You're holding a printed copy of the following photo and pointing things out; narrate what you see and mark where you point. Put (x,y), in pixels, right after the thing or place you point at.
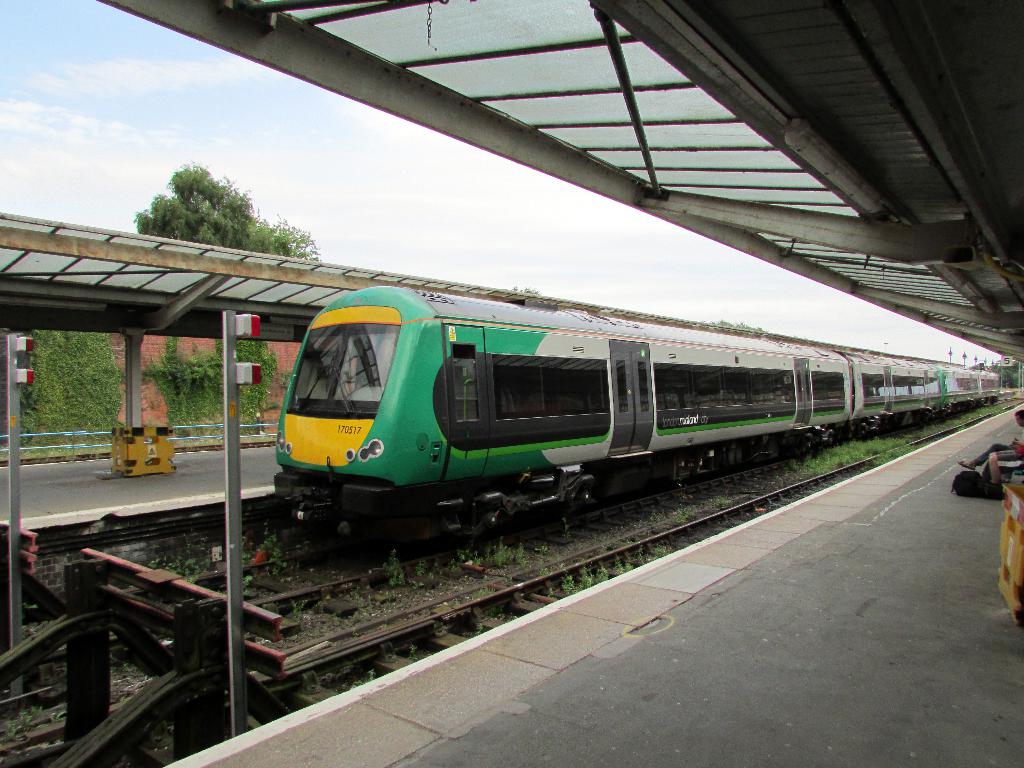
In this picture I can see a train (597,376) on the track (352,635) and another track (349,651) on the side. I can see a human (1005,452) sitting and couple of bags (970,482) on the floor (965,532). I can see trees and another platform (243,513) in the back (124,355) and a blue cloudy sky (299,206).
